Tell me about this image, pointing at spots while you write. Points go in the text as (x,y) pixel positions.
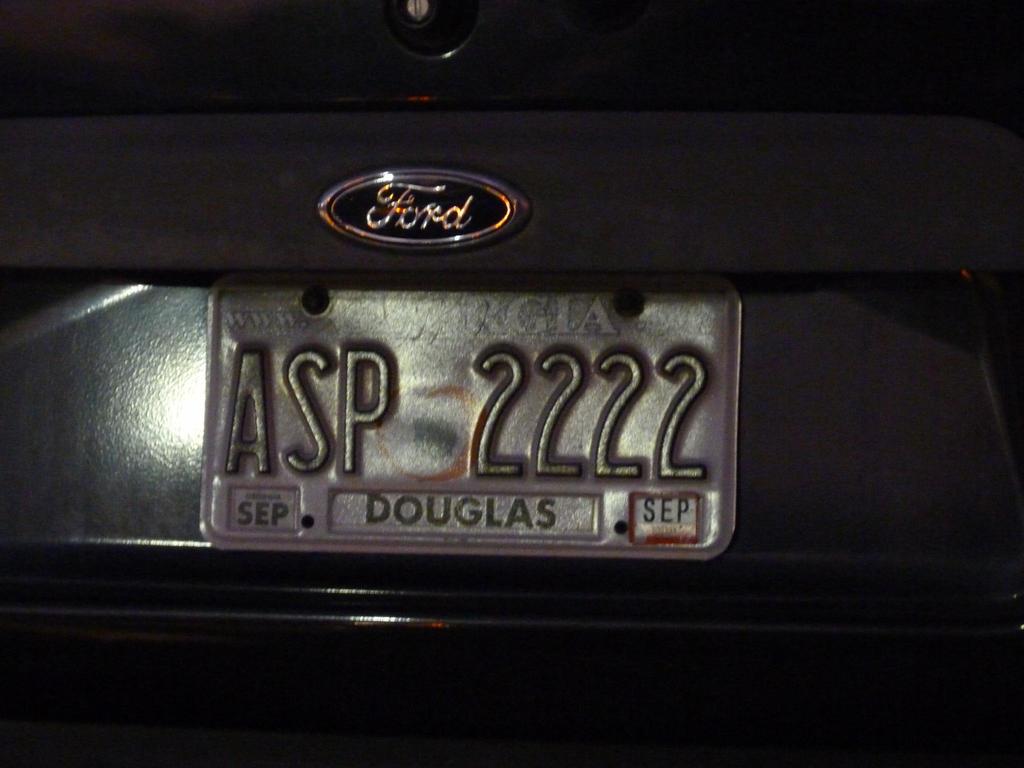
In this image we can see the number plate (442,429) of a vehicle (280,650).
